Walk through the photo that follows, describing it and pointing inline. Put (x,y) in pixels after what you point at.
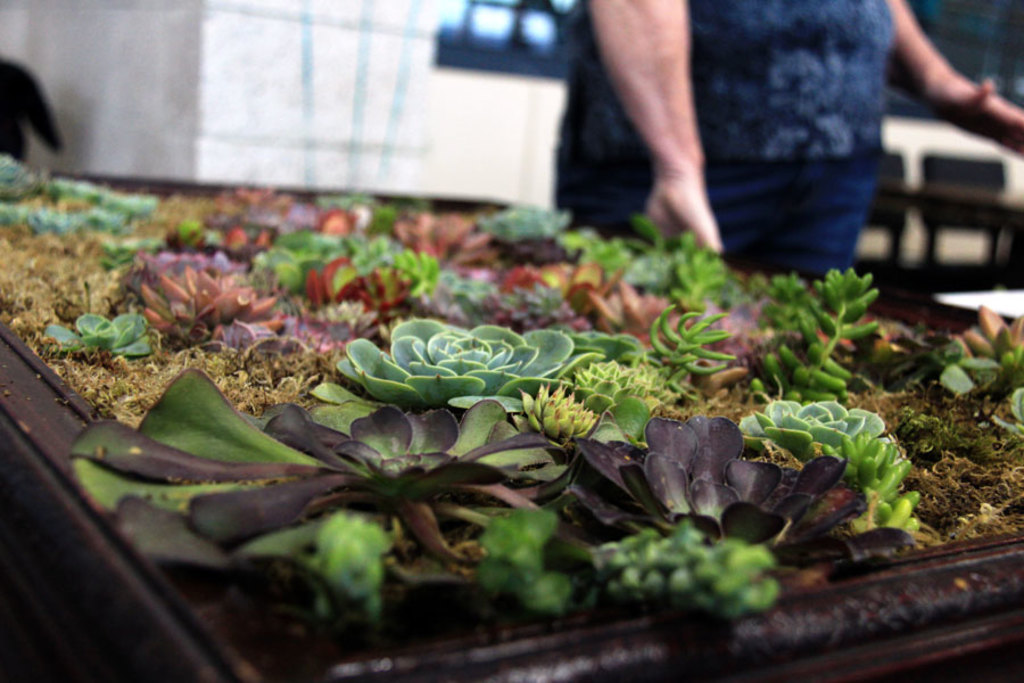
In the center of the image (403,299), we can see some plants (820,482) on the stand (917,555) and in the background (732,63), there is a person (769,109) standing and we can see a wall (389,102).
